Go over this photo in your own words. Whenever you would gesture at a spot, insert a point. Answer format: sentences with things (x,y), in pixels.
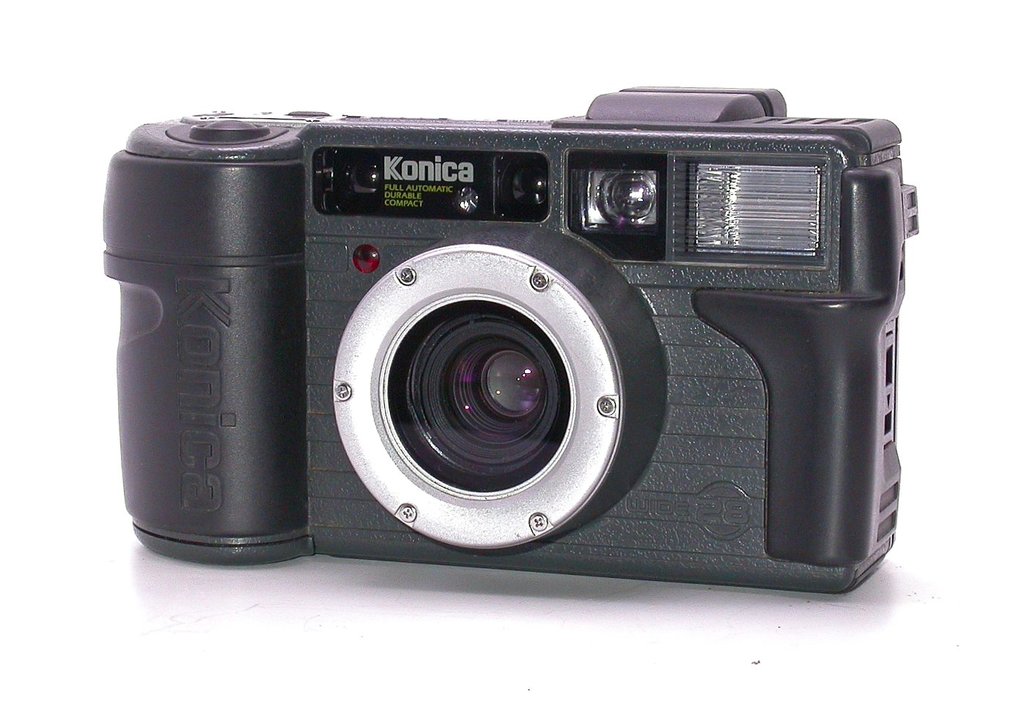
In this image we can see a camera (509,471) placed on the surface (636,605).
